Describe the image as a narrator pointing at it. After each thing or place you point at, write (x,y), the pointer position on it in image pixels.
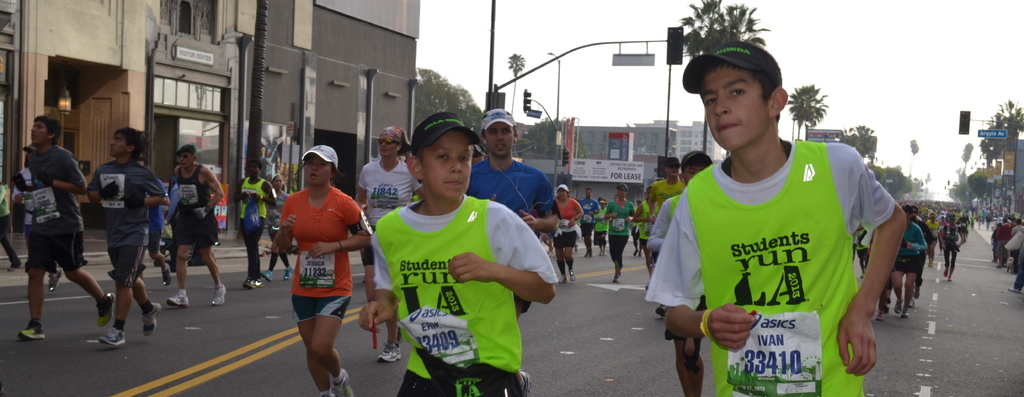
In this image we can see people (622,228) running. In the background (378,122) there are buildings (184,6), trees (707,16), poles (668,106), boards (628,171) and sky (888,101). At the bottom (590,331) there is a road (611,344).
